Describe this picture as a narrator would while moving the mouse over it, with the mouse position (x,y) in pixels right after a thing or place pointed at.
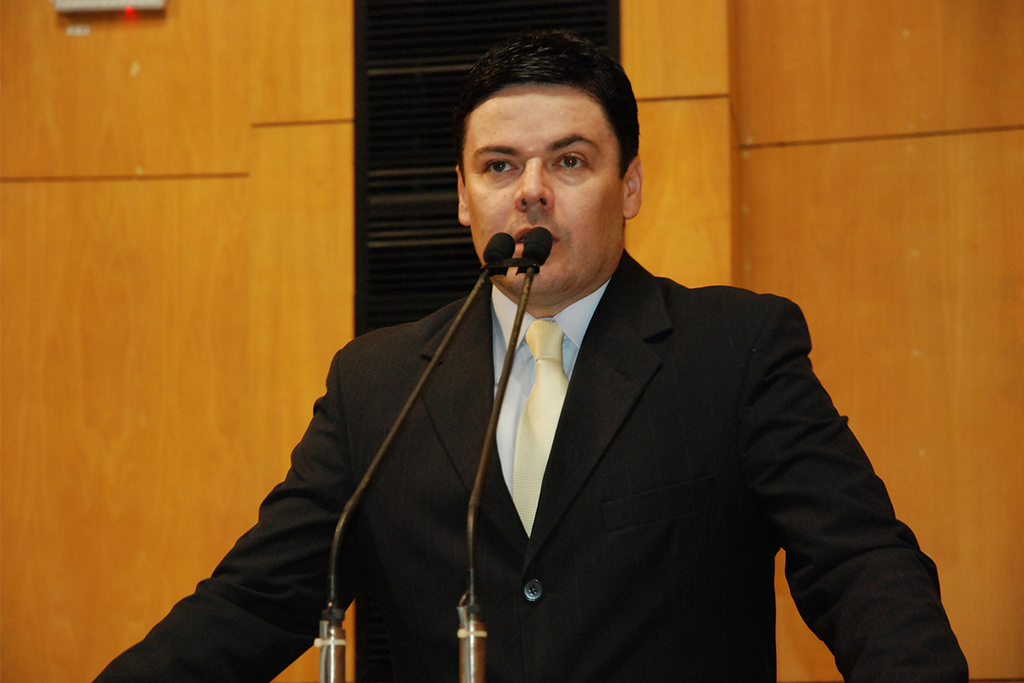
In this image in the center (401,324) there is one person (484,357) who is talking in front of him there are mikes (539,263), and in the background (899,498) there is a wooden wall (94,380) and some objects (473,267).
